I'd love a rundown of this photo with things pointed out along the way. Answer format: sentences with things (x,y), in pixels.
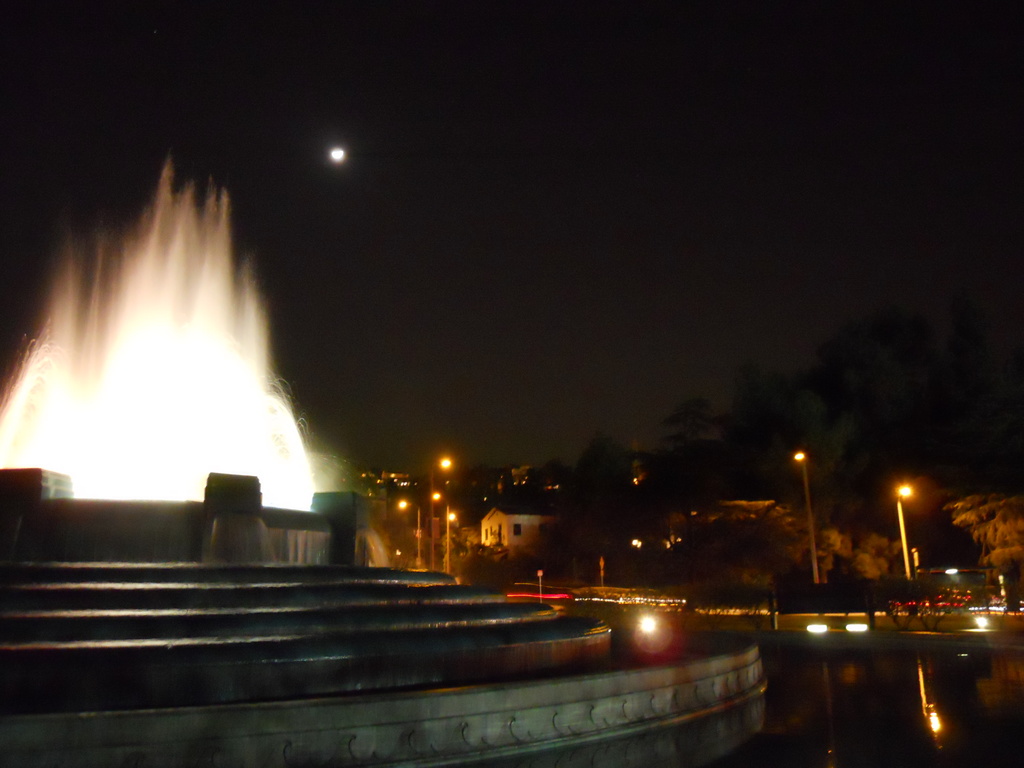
In this image there are trees (644,567), buildings (527,530) and on the left (160,499) there is a water fountain (144,472) and there are steps (338,626) and we can see moon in the sky (345,168).
